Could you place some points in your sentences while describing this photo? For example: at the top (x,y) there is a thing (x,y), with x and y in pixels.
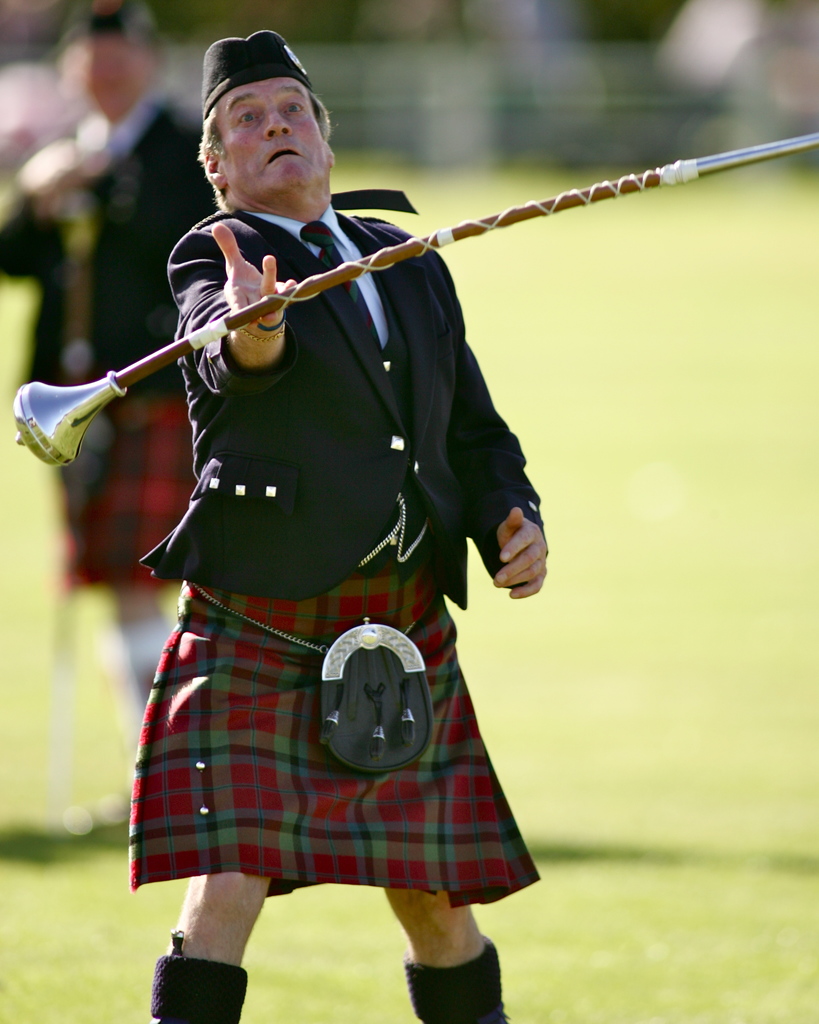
In this image, in the foreground (223,48) I can see an old man (383,239) tossing a stick (37,383) and on the left (176,118) there is man (113,2) standing.
